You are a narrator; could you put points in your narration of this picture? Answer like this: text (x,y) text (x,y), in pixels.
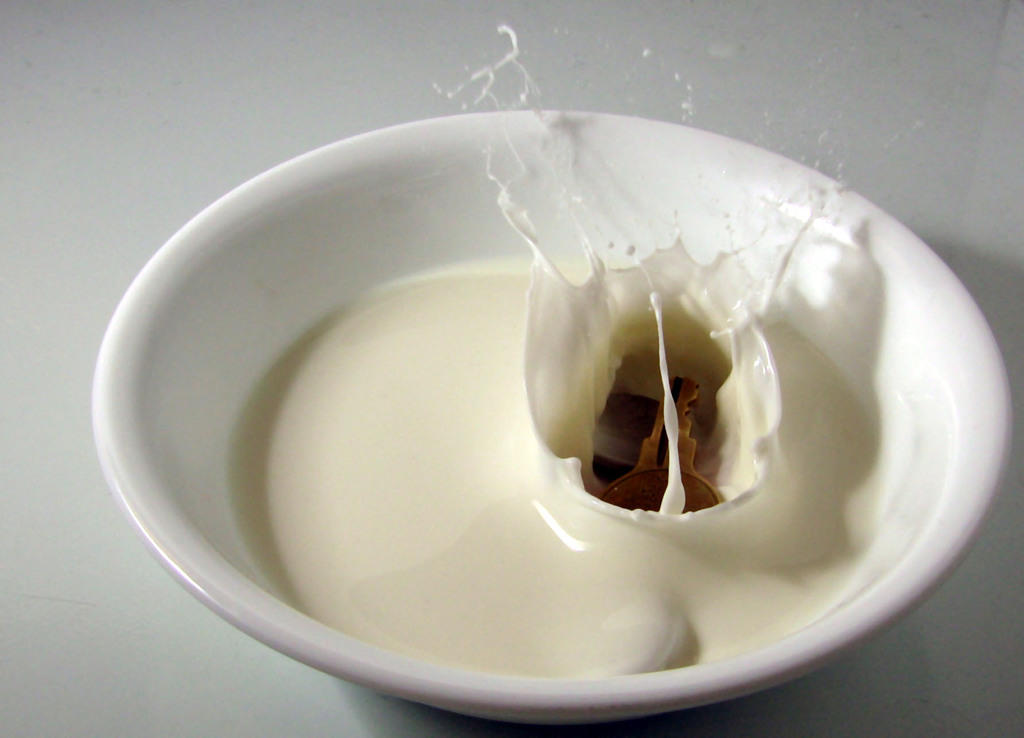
In this picture I can see a bowl (223,384) with some milk (520,475) and I can see a key (660,432) in the bowl (713,417) and I can see a white color background (435,726).
